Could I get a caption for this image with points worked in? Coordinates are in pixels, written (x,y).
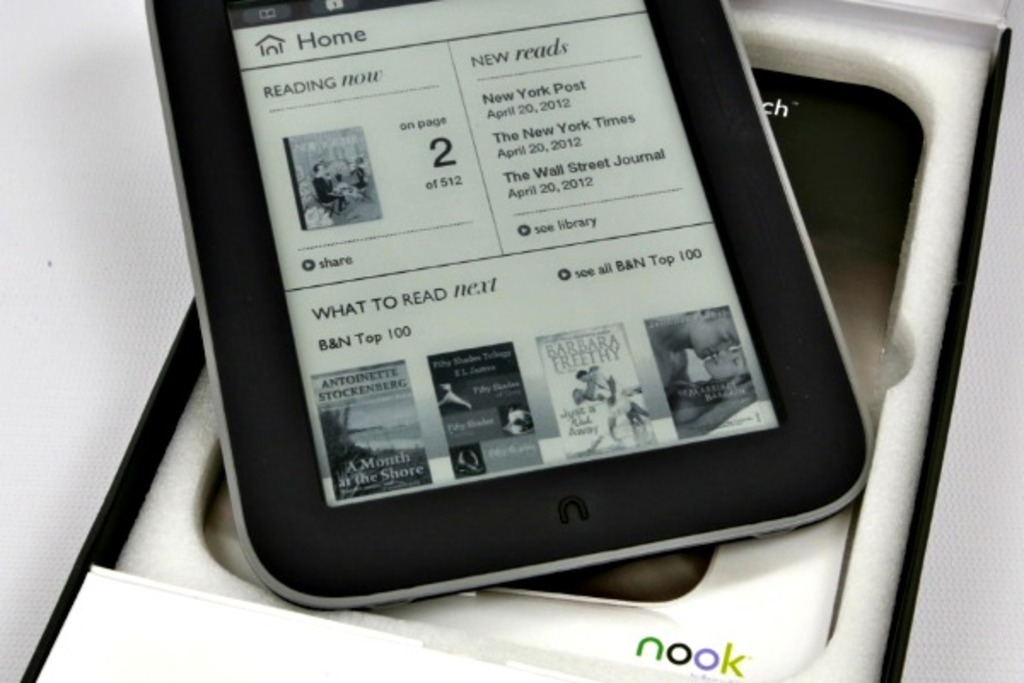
In this image we can see there is an e-reader (454,316) placed on the box (875,606).
